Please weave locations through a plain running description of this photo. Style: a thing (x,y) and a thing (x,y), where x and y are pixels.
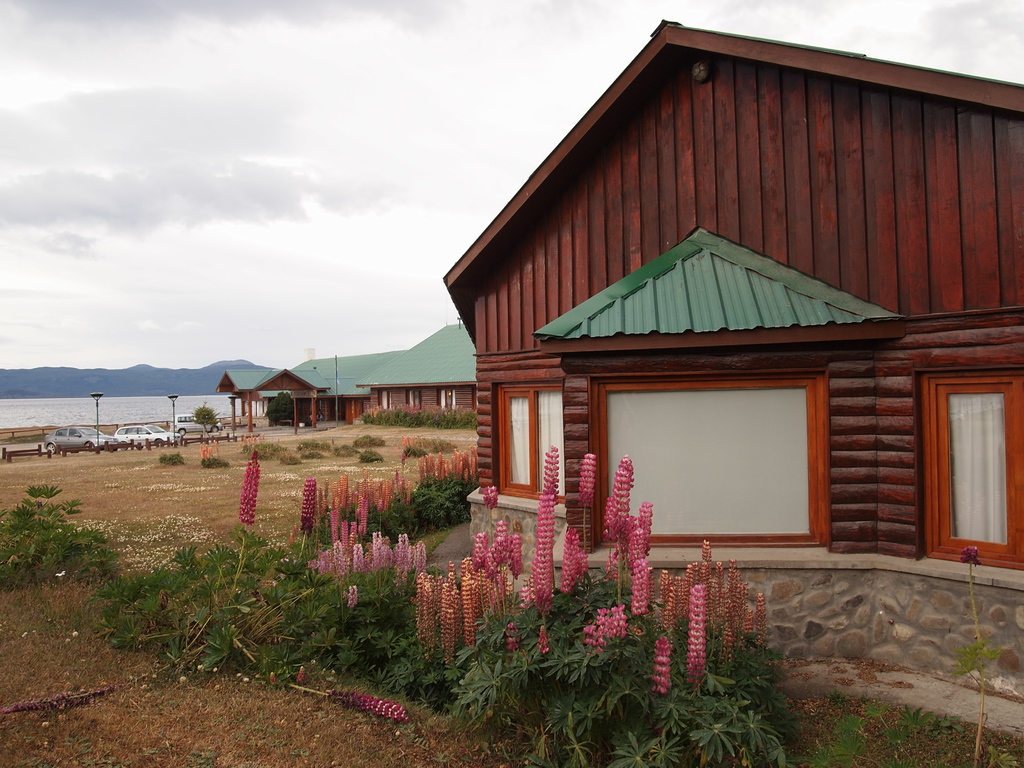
In this image there are a few houses (468,390), in front of the houses (460,367) there are lamp posts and cars (164,434) parked, in the background of the image (153,411) there is water (84,407) and mountains (84,388).
